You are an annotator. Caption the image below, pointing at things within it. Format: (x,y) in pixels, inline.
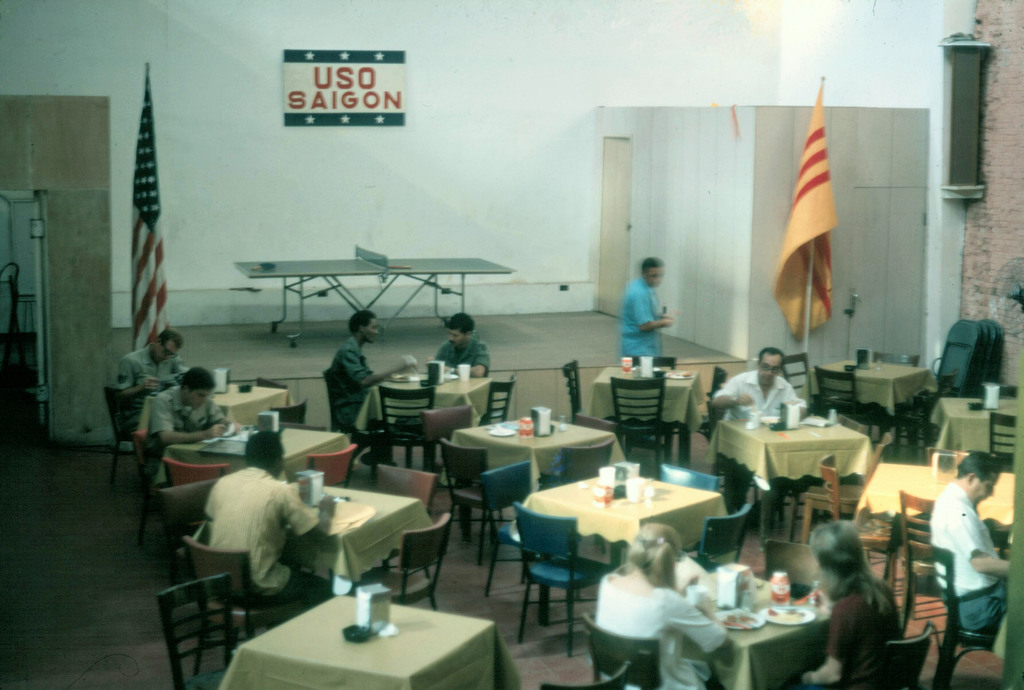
In this picture we can observe some people (720,398) sitting in the chairs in front of their respective tables (256,412) on which we can observe some plates (721,617) and glasses (750,586). We can observe two flags (154,244). There is a table tennis board (317,266). In the background (430,154) we can observe a white color wall (367,174). There is a cabin (700,194) on the right side (696,139).
